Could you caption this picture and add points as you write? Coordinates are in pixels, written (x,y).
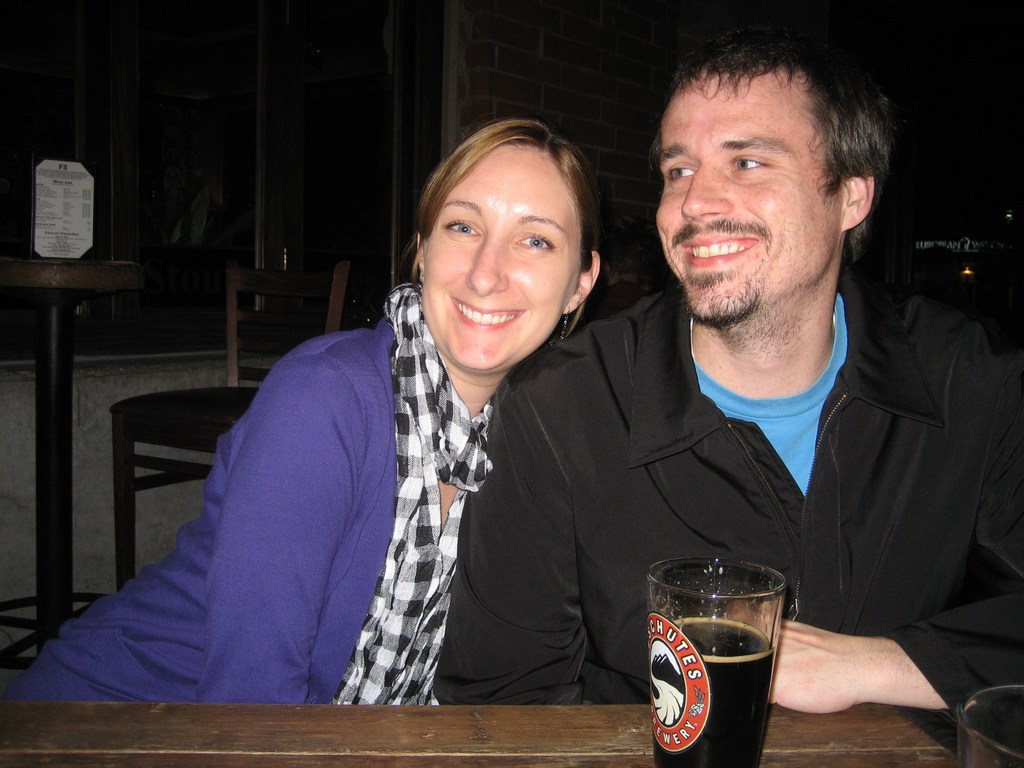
We can see a man (547,520) and a woman (454,518) are sitting on the chairs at the table (629,725). There is a glass (698,678) with liquid (729,669) in it on a table (784,764). On the right (994,746) at the bottom corner (1003,735) there is a glass (1003,735). In the background (227,374) the image is dark but we can see a chair (168,404), card (48,254) on the table (52,341), wall (25,407), light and other objects (347,137).
